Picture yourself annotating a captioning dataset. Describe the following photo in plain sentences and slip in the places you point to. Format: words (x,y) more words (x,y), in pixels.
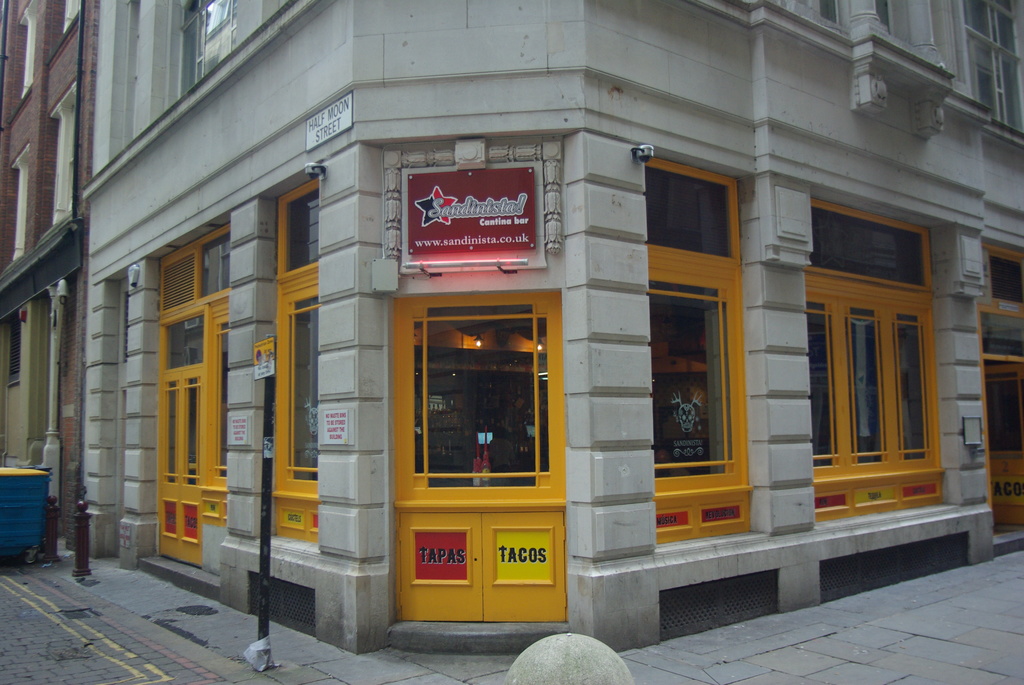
The picture is taken on the street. In the foreground of the picture (190,119) there is a building (613,120) and sign board (273,364). To the building (257,433) there are doors (451,527), windows (480,410) and a hoarding (515,192). On the left (23,506) there is a dustbin (22,498).
